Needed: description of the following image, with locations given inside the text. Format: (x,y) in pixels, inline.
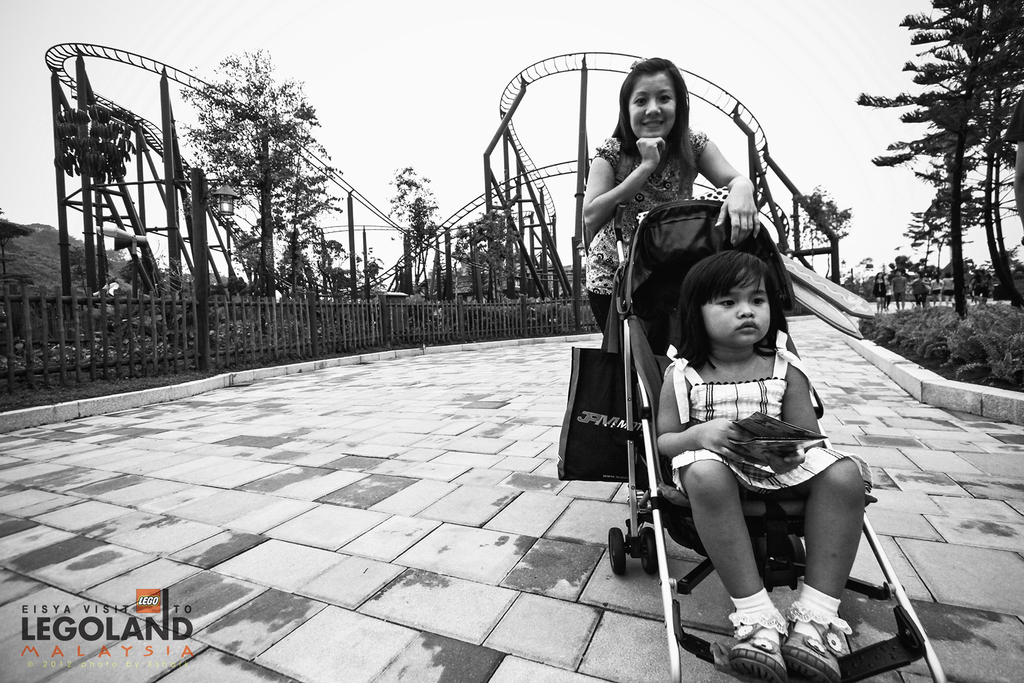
Black and white picture. Girl (757,376) is sitting on a baby chair (692,248). Backside of this baby chair (671,342) a woman (647,107) is standing. Left side (179,654) bottom of the image (56,657) there is a watermark (150,662). Background (902,287) we can see people (918,287), rods (162,144), light pole (199,181), trees (270,246), fence (183,334), sky (422,40) and plants (966,342). In-between of these people (704,368) there is a bag (589,381) hanging to this baby chair (622,252).
